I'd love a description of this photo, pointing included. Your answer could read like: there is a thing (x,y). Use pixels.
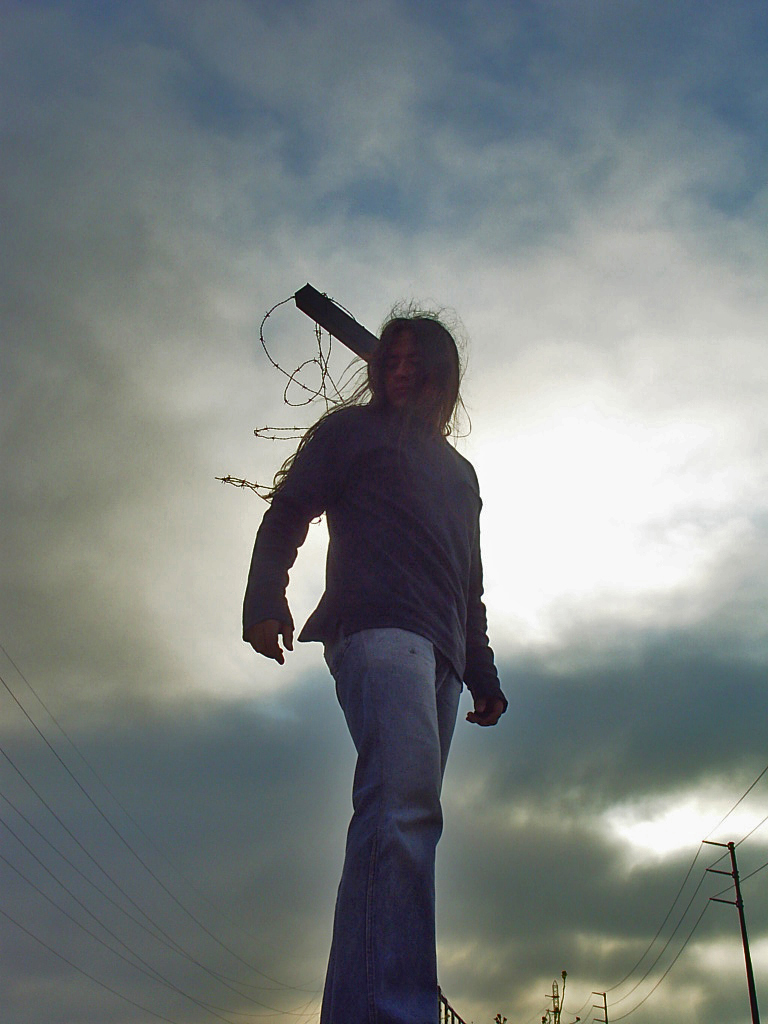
In this image we can see a person (367,669) is standing and he is wearing a blue color dress (383,776). In the background of the image (152,664) we can see the sky (67,514). In the background of the image (75,895) we can see current wires (637,1009).
